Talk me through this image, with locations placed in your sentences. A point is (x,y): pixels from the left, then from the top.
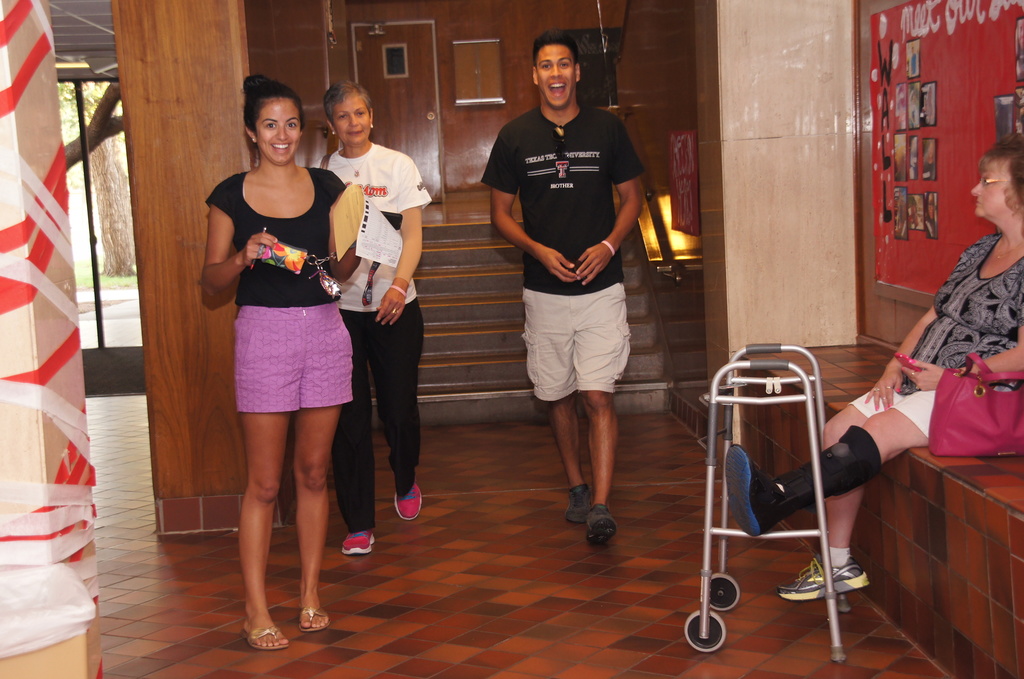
In this image I can see four people (393,351) with different color dresses (338,314). I can see three people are standing and one person (834,494) is sitting. To the right (723,465) I can see the handicapped equipment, bag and many frames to the wall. In the background (414,141) I can see the wooden wall (859,200) and the glass door (82,214). Through the glass (95,217) I can see the tree (98,203).
